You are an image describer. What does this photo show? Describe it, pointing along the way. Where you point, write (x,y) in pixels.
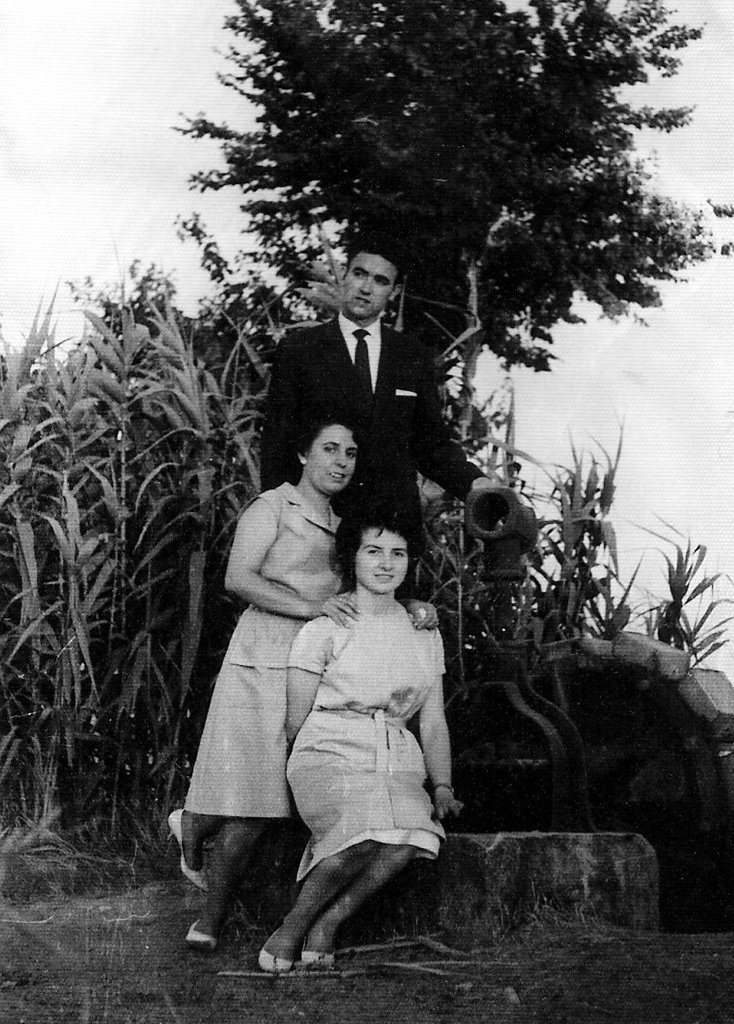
In this picture I can observe three members (317,594). Two of them are women (272,618) and one of them is a man (346,393). The man (356,398) is wearing a coat (366,427). Behind them there are some plants (149,544). I can observe a tree (411,253). In the background (163,245) there is a sky (651,372). This is a black and white image.
